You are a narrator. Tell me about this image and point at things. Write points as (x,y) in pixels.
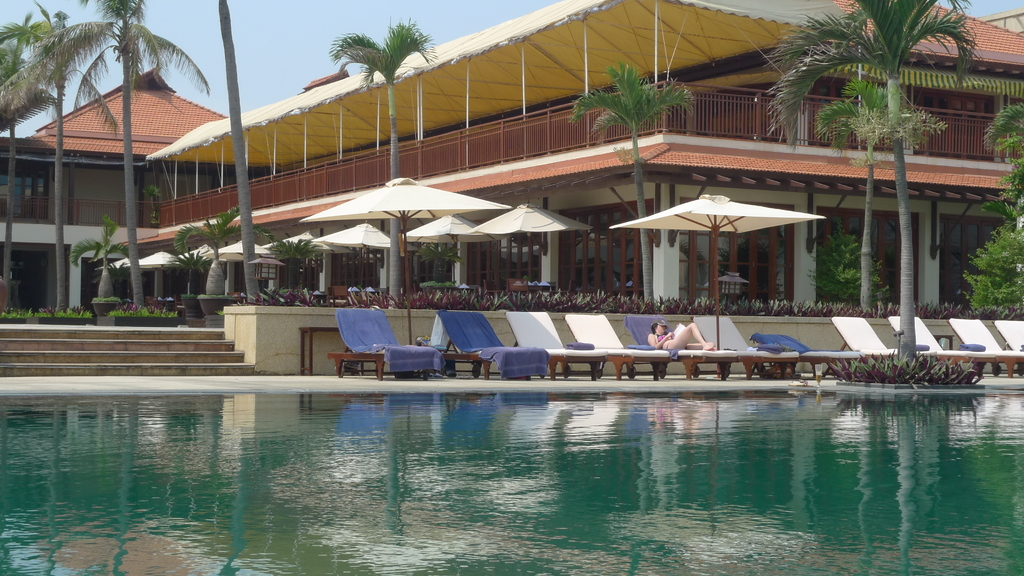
In this image I can see the water (336,399). On the right side (739,354) I can see the rest chairs (873,347). On the left side (141,354), I can see the stairs (139,358). In the background (523,244), I can see the umbrellas (437,224) and the buildings (603,235). I can see the trees (885,131). At the top (316,64) I can see the sky (295,56).
